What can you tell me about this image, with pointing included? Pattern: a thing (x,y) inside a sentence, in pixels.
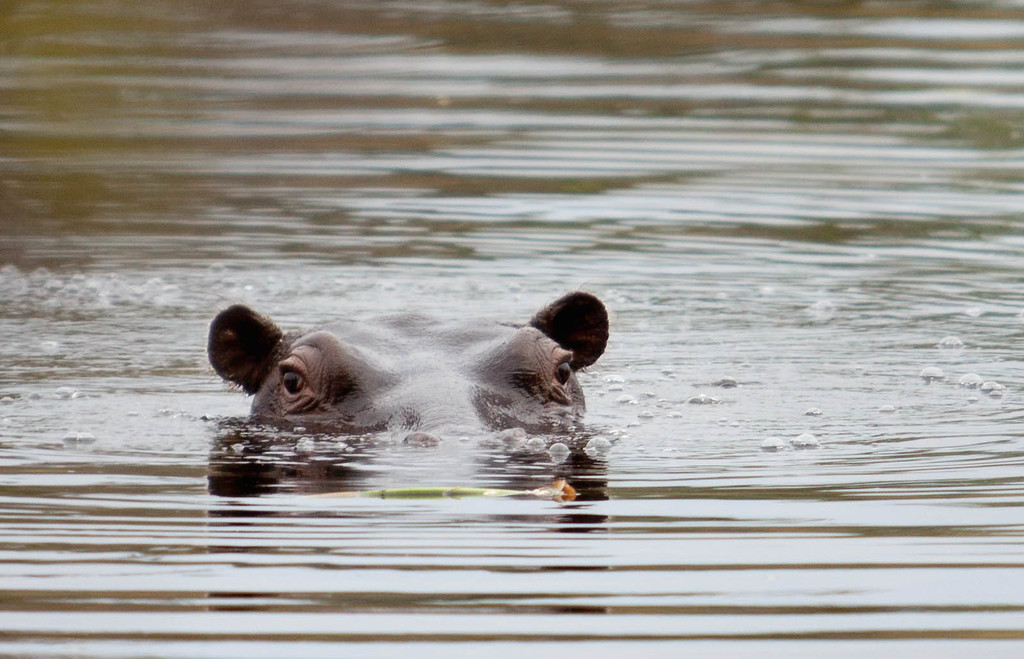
In the middle of this image (554,315), there is an animal (577,321) having two ears (551,318) and two eyes (570,371) partially in the water (192,419). Beside this animal (462,397), there are air bubbles (972,385) on the surface (784,437) of the water (784,437). And the background is blurred.
